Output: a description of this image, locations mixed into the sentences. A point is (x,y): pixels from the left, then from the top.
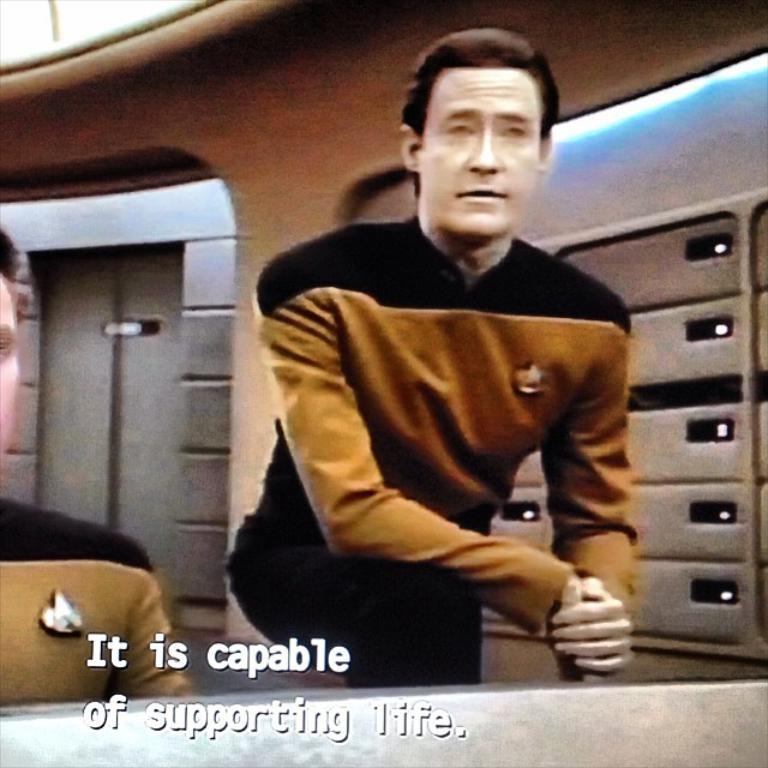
The picture looks like a TV screen image. In the foreground (400,416) there are two persons (335,447). At the bottom (258,732) there is text (253,722). In the background (198,300) there are lockers (709,413) and wall (336,103).
